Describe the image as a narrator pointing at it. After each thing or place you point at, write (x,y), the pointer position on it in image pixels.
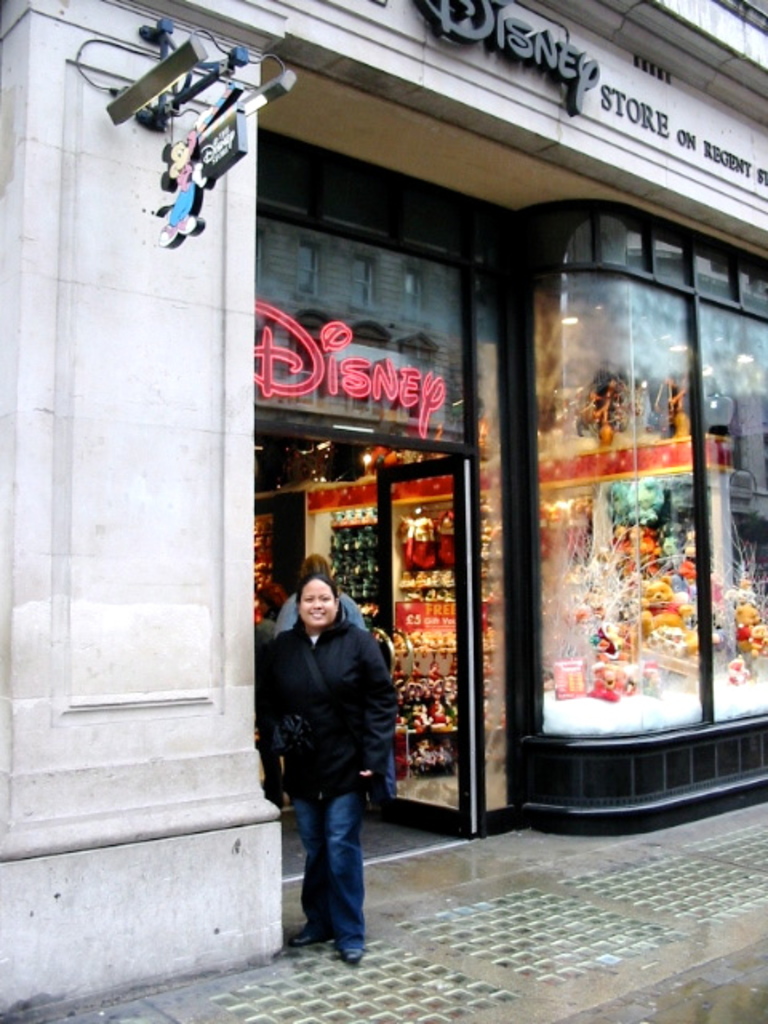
In this picture we can see a woman (384,718) is standing and smiling in the front (332,716), in the background (312,498) there is a building (290,62), it looks like a store (377,498), there are some things (450,768) present in the store (342,498), on the right side (543,608) there is a glass (655,562), from the glass (673,552) we can see teddy bears (642,540) and lights (566,323), on the left side (189,159) there is a board (197,136), we can see some text (513,30) at the top of the picture (567,102).
